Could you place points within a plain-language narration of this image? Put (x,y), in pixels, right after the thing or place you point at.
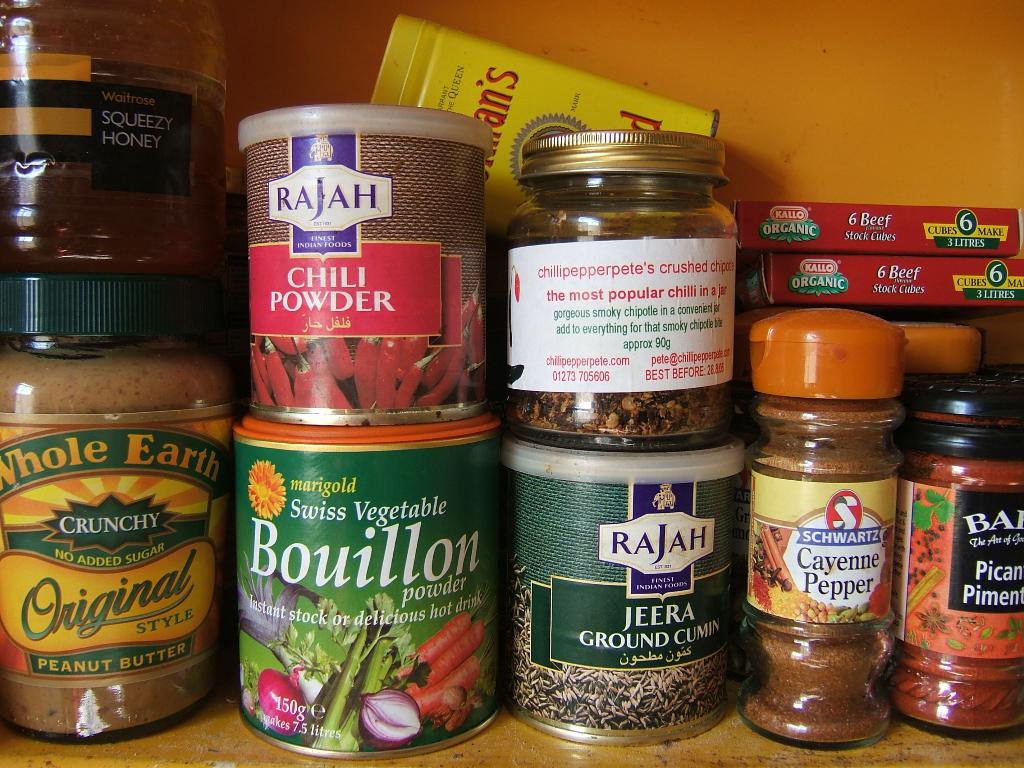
This image consists of bottles (963,512), jars (792,541) and packets (811,241) on a shelf (227,701). In the background (772,87) I can see a wall (731,93). This image is taken may be in a room (447,57).
